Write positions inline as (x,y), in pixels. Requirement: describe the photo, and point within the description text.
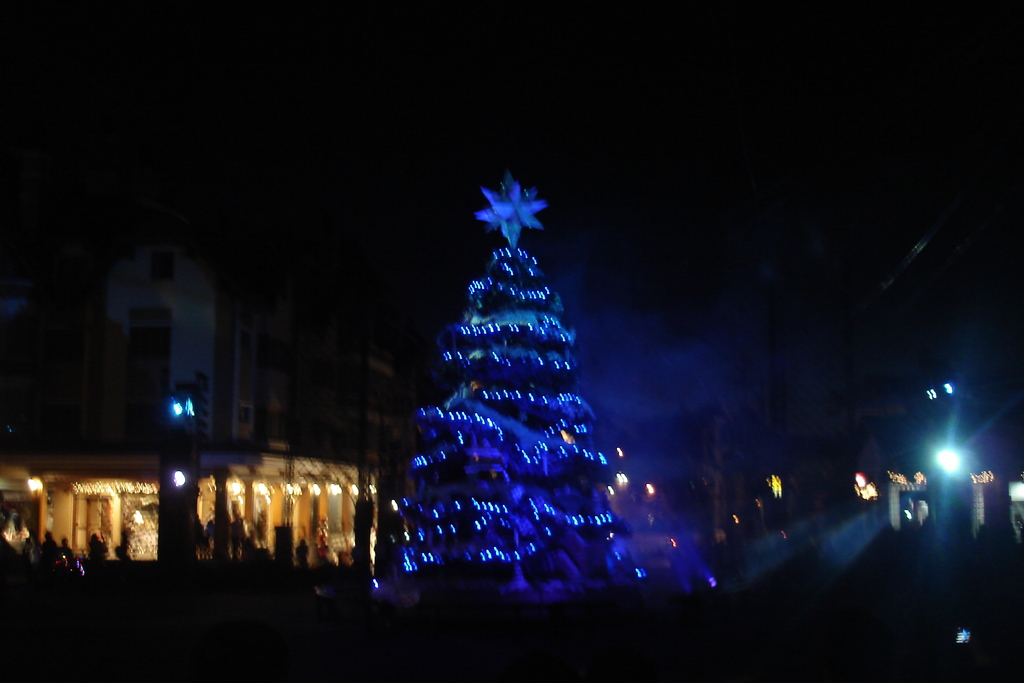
This is an image clicked in the dark. In the middle of the image (523,285) there is a Xmas tree (528,336). In the background (247,497), I can see few buildings (278,489) and lights (955,457) in the dark.
